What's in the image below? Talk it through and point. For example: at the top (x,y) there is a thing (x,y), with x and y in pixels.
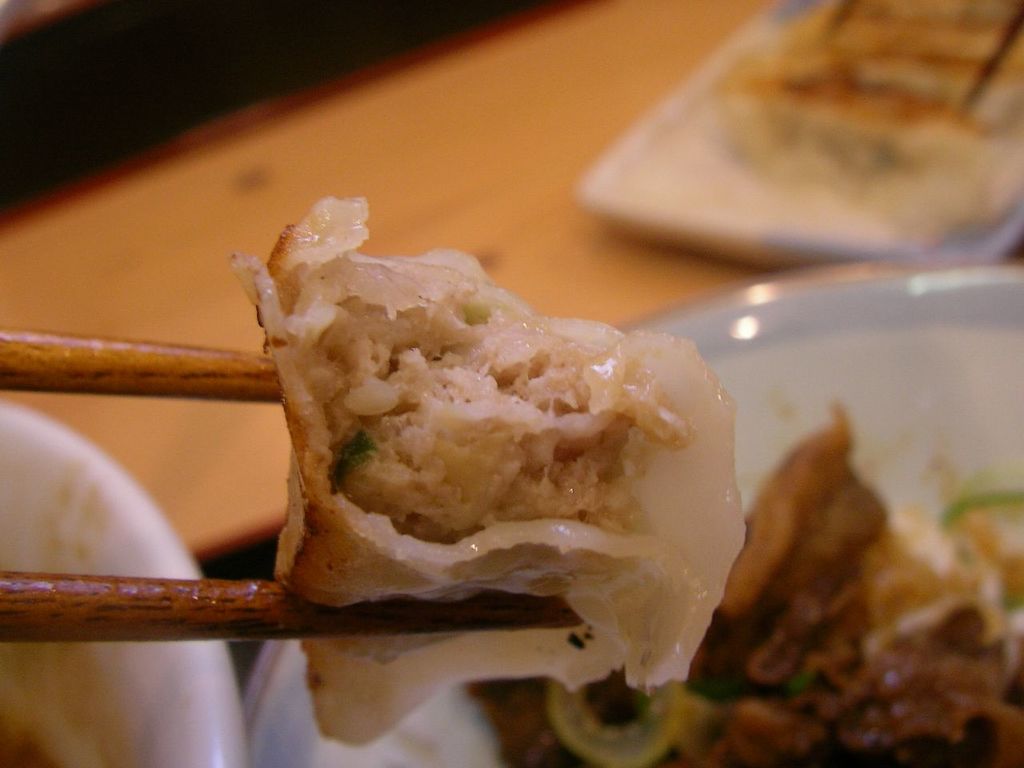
a person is holding food (542,546) with the chopsticks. below that on the table (494,200) there are plates (725,211) and bowl (121,723).
